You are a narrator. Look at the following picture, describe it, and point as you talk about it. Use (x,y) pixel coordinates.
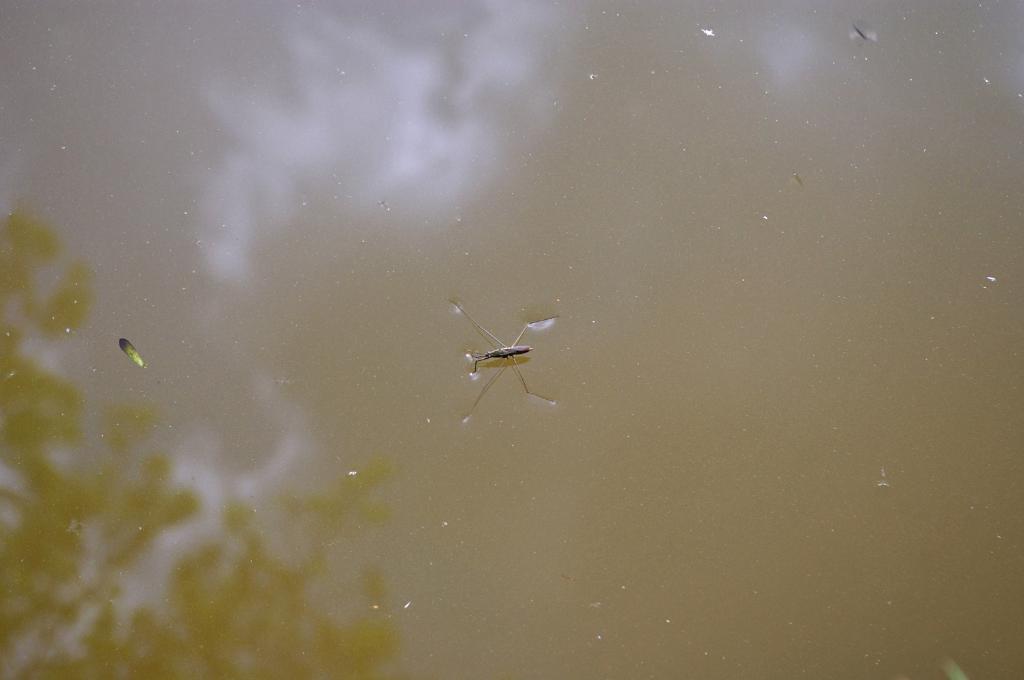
In this image there is an insect (493,338) on the water (379,128), which is having the reflection (114,572) of stems (15,395) having leaves (237,616).
